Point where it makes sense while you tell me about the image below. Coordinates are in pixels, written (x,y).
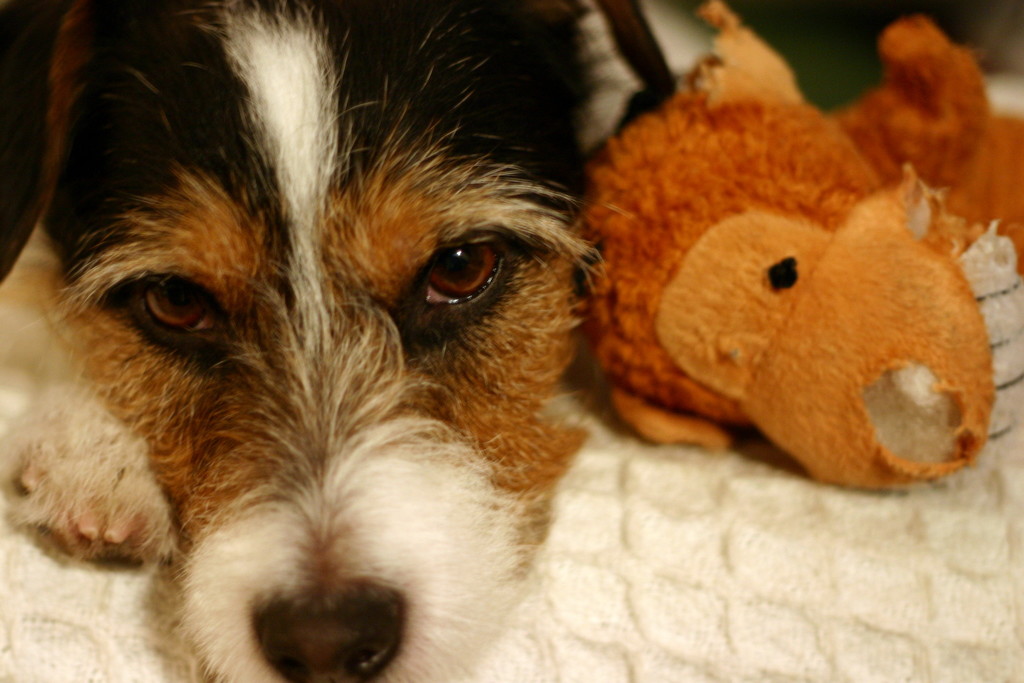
In this image I can see a dog (395,350) and a toy (696,279) on a white surface (694,598). The background (819,72) is blurred.
